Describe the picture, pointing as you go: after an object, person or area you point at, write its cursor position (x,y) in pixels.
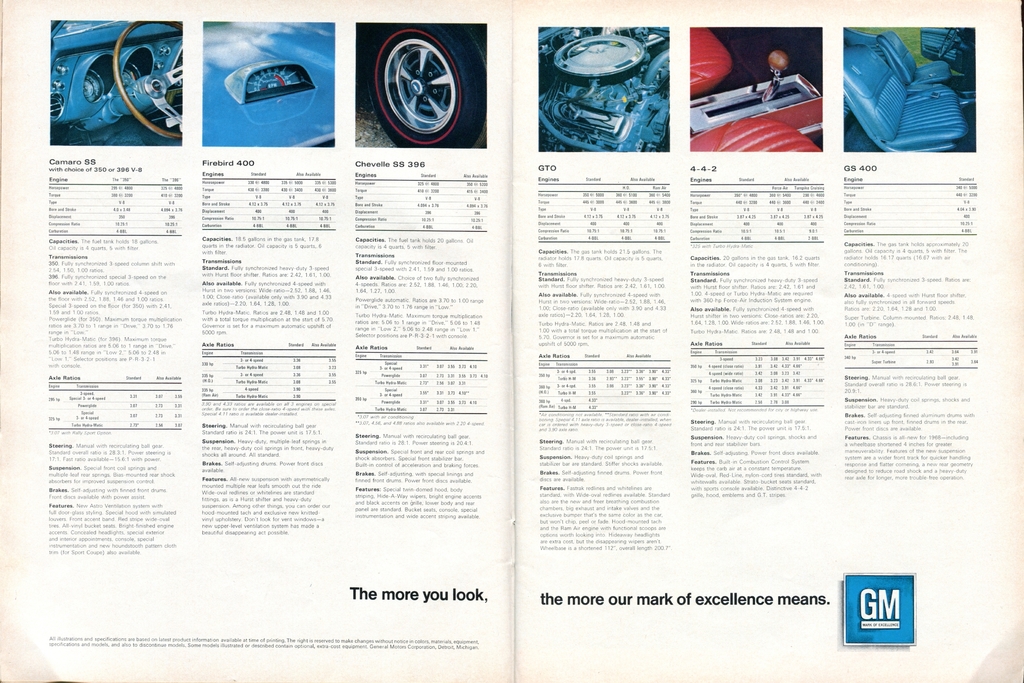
In this image we can see a poster (628,295) which includes some written text (484,453), few images (874,47).
